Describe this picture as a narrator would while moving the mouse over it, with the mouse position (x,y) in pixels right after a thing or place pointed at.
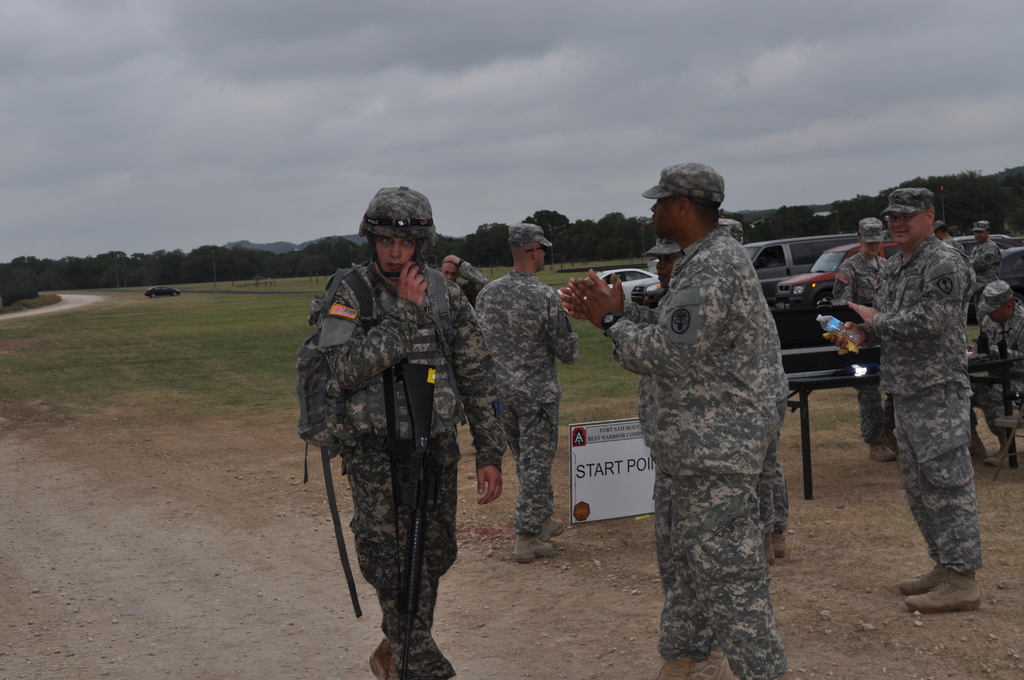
In front of the image there are people (518,447) standing. On the right side of the image (993,286) there is a person (985,459) sitting on the chair (992,478). In front of him there is a table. There is a board (628,473) with some text (628,473) on it. There are cars (824,261). In the background of the image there are trees (584,223), poles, mountains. There is grass (154,363) on the surface (174,348). At the top of the image (385,132) there are clouds (389,85) in the sky (389,85).
